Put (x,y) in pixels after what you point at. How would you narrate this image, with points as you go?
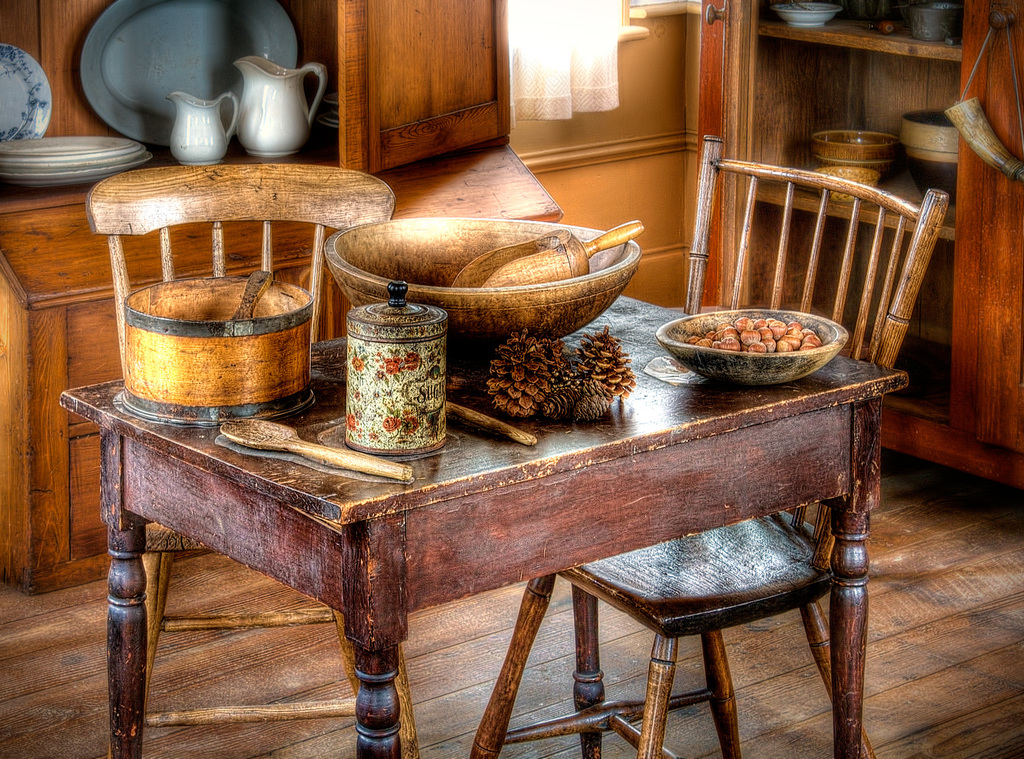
In this picture there are several food items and containers (436,424) are kept on top of a table (326,491). Most of this picture is brown in color.
